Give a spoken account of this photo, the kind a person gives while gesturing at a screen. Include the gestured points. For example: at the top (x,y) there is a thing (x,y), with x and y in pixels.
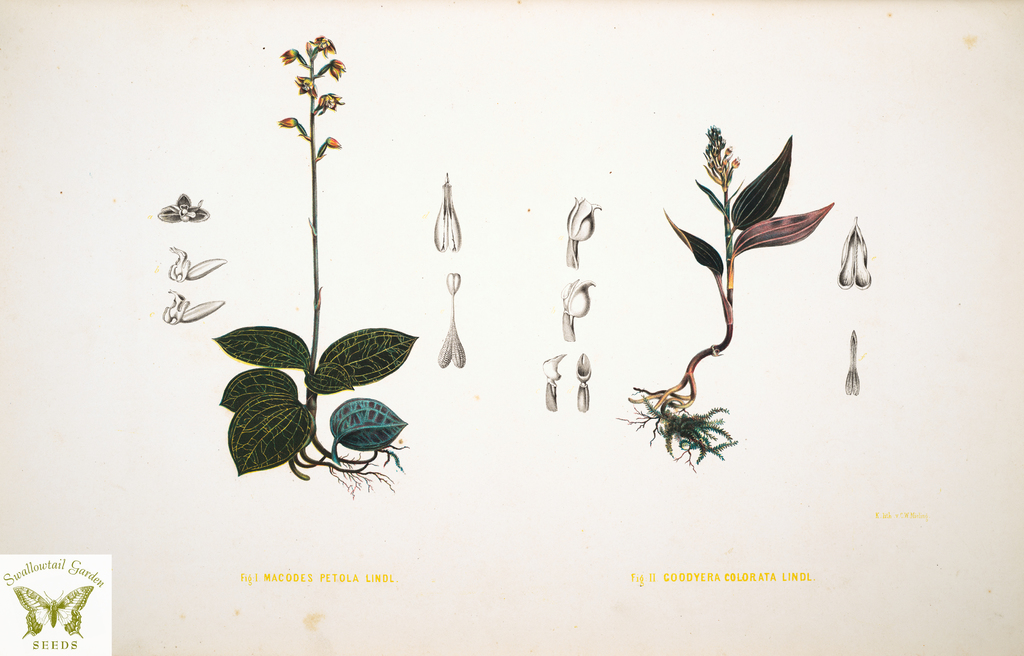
In this picture we can see the plants parts drawing (412,348) on the white paper (497,410). On the left bottom side (34,628) there is a butterfly watermark (61,610).
